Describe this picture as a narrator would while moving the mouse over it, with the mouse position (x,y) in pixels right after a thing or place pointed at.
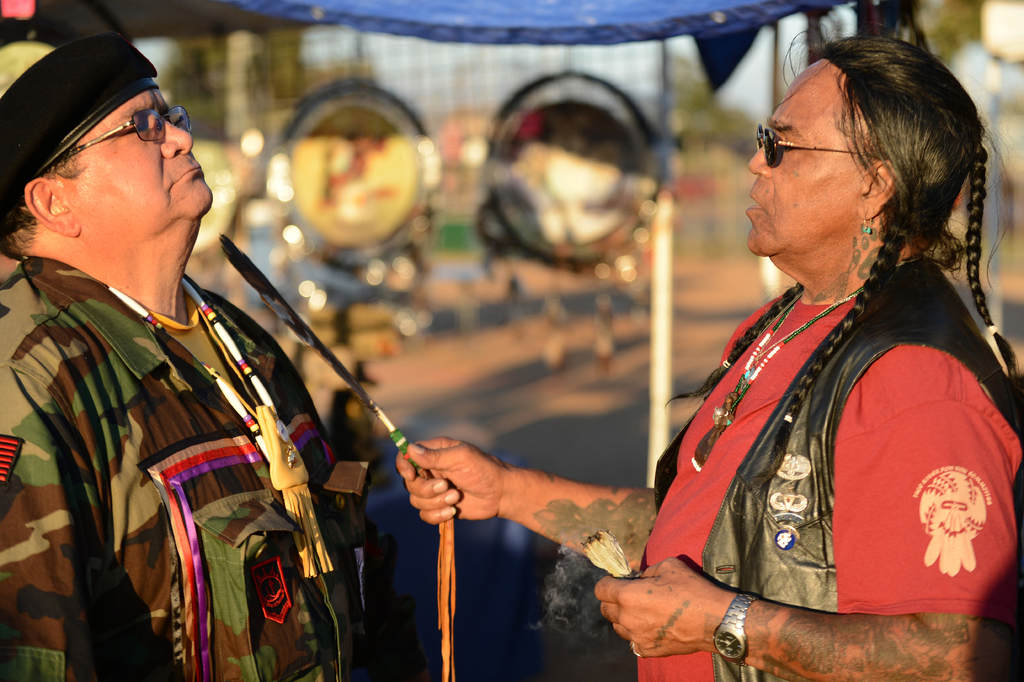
In this picture I can see 2 men (248,450) who are standing in front (19,285) and I see that, the man (764,343) on the right (688,506) is holding a feather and a thing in his hands (490,482) and the man (179,284) on the left (15,144) is wearing a cap (98,65). I see that it is blurred in the background (453,262). On the top of this picture (505,14) I see the blue color thing (505,24).
